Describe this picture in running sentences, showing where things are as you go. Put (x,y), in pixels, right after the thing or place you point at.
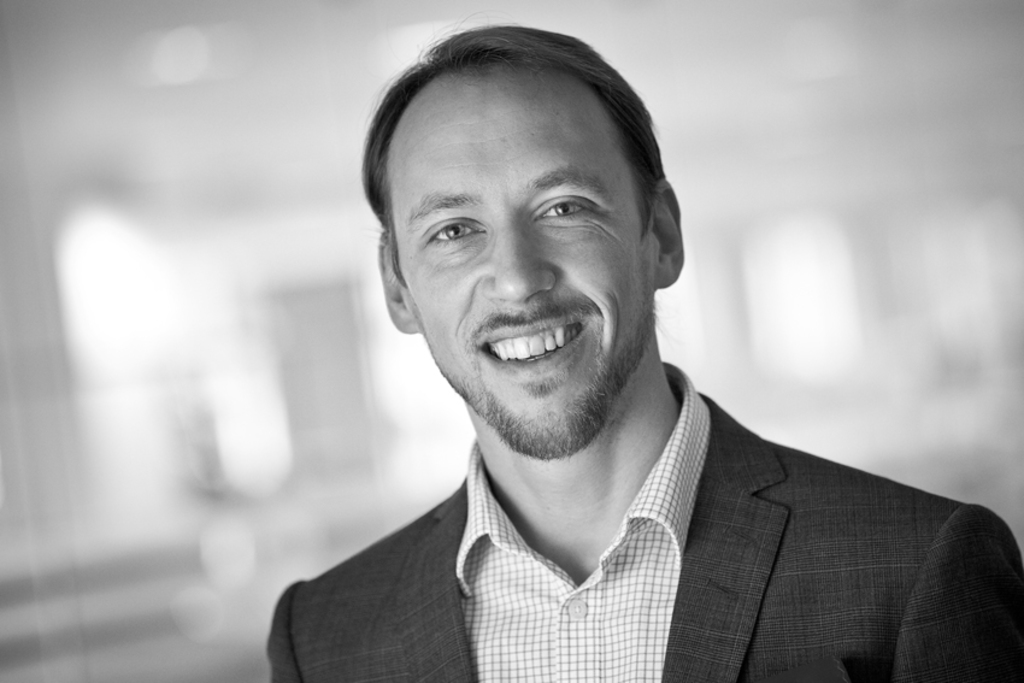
This picture is in black and white. In the center (640,309), there is a man (533,482) wearing a blazer (448,544) and a shirt (552,612).
